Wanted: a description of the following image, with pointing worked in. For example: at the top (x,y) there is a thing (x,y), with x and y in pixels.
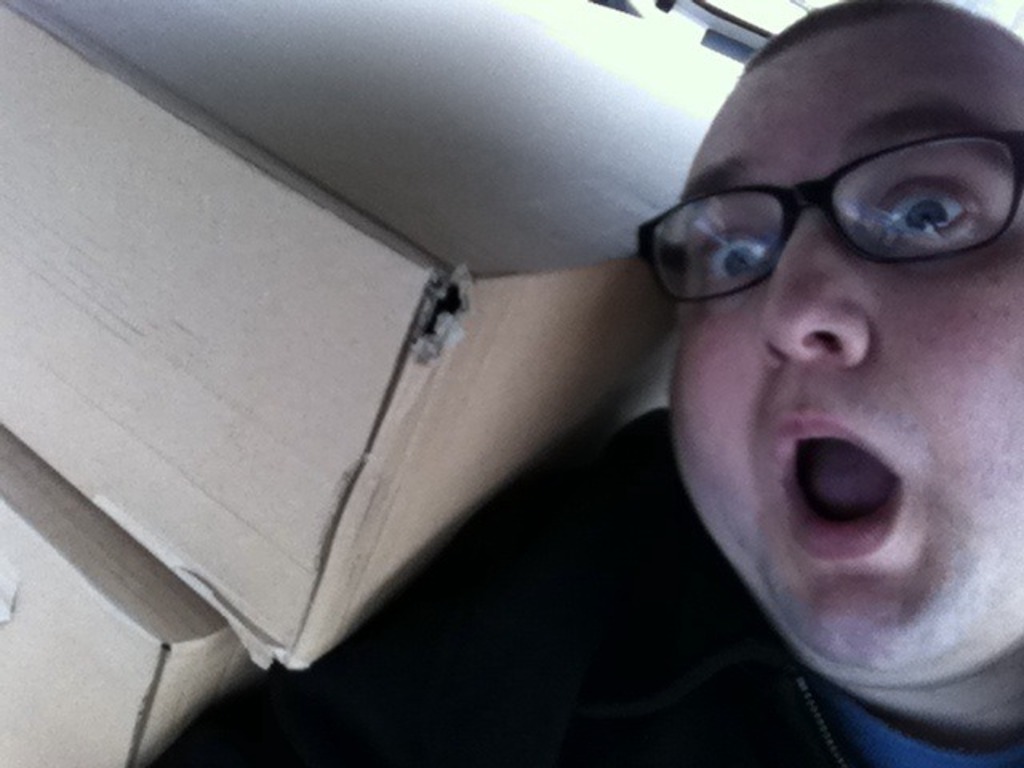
In the image we can see there is a man (807,537) and he is wearing spectacles (757,260). Beside him there are two cardboard boxes (298,396).
